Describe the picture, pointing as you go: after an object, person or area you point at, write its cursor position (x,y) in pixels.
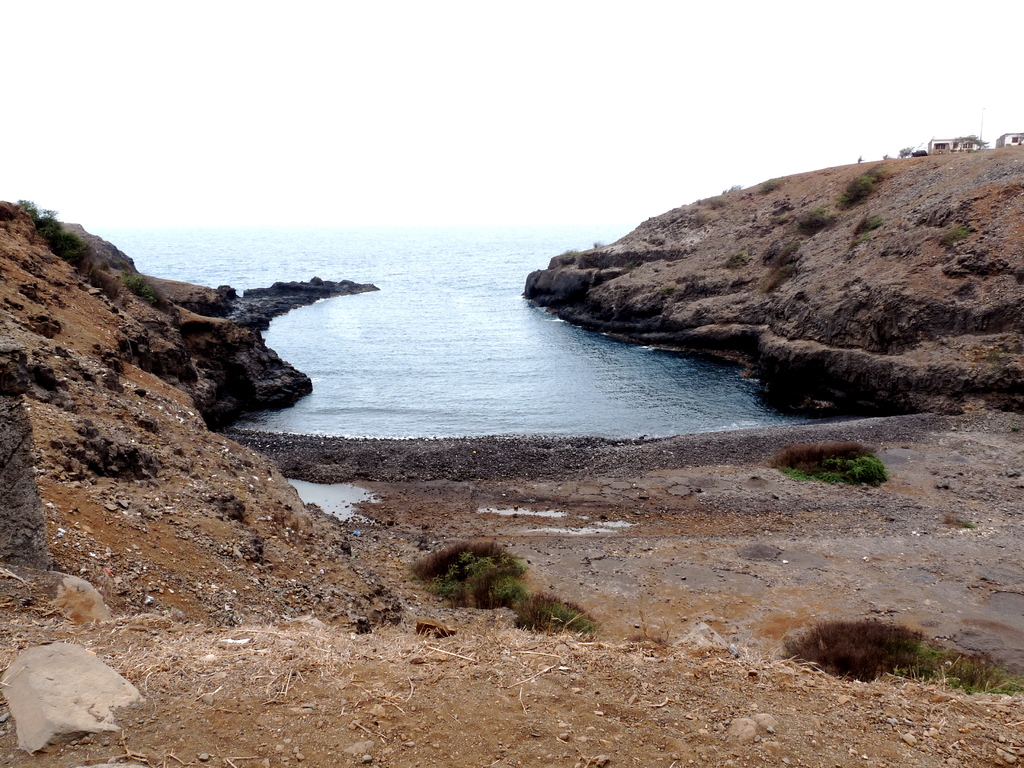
In the picture we can see the water surface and around it we can see the rock surface (938,737) and in the background (565,194) we can see the sky (6,143).
